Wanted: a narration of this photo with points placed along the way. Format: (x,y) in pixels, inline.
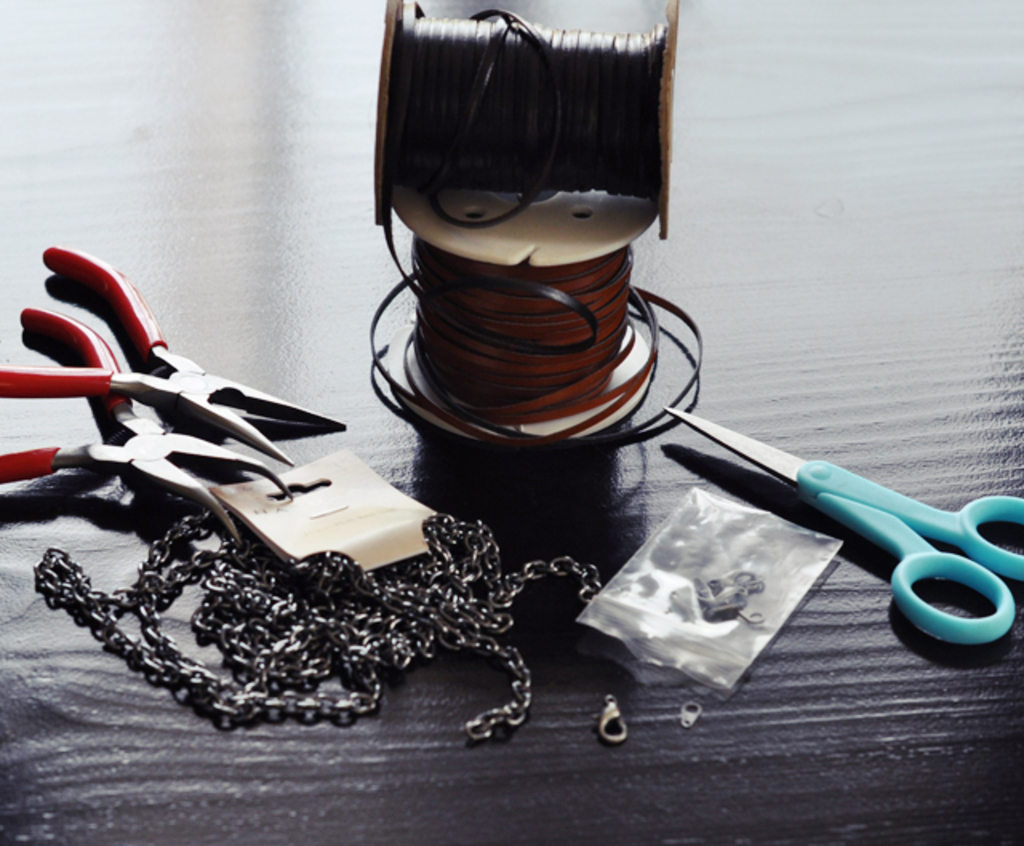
In the image there are two threads (542,324), scissors (922,517), cutting pliers (204,490), chains (240,603) and other objects (398,559) kept on a surface (40,248).
